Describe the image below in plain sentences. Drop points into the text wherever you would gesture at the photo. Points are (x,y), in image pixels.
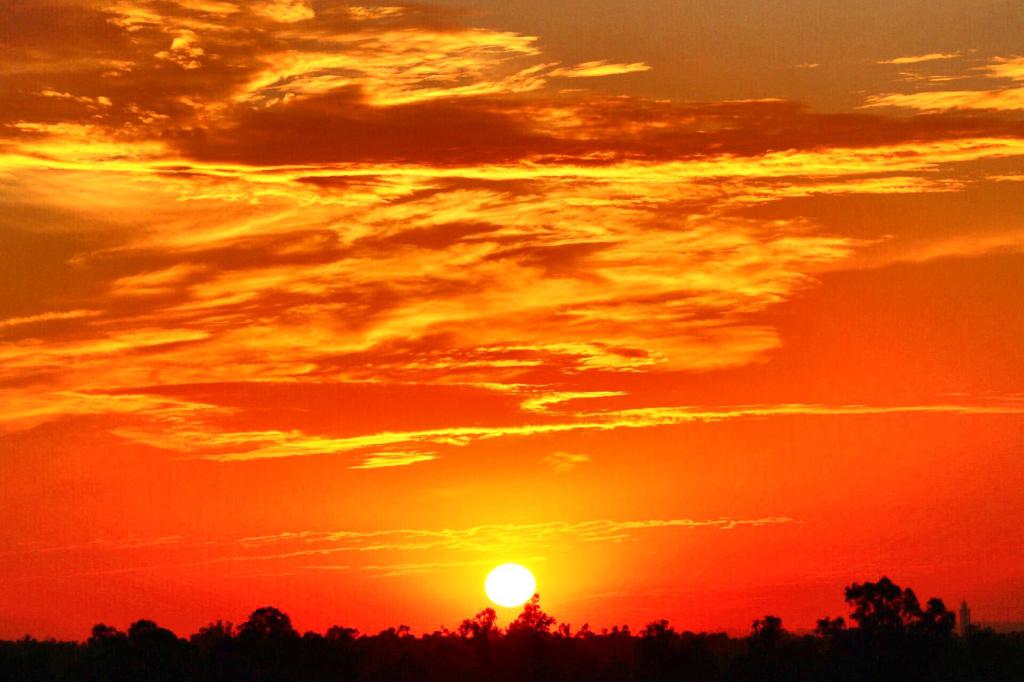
This image is taken outdoors. In the background (310,295) there is a sky (310,295) with clouds (422,300) and sun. The sky (536,261) is orange in color. At the bottom of the image (214,639) there are a few trees (348,637) and plants (823,636).
